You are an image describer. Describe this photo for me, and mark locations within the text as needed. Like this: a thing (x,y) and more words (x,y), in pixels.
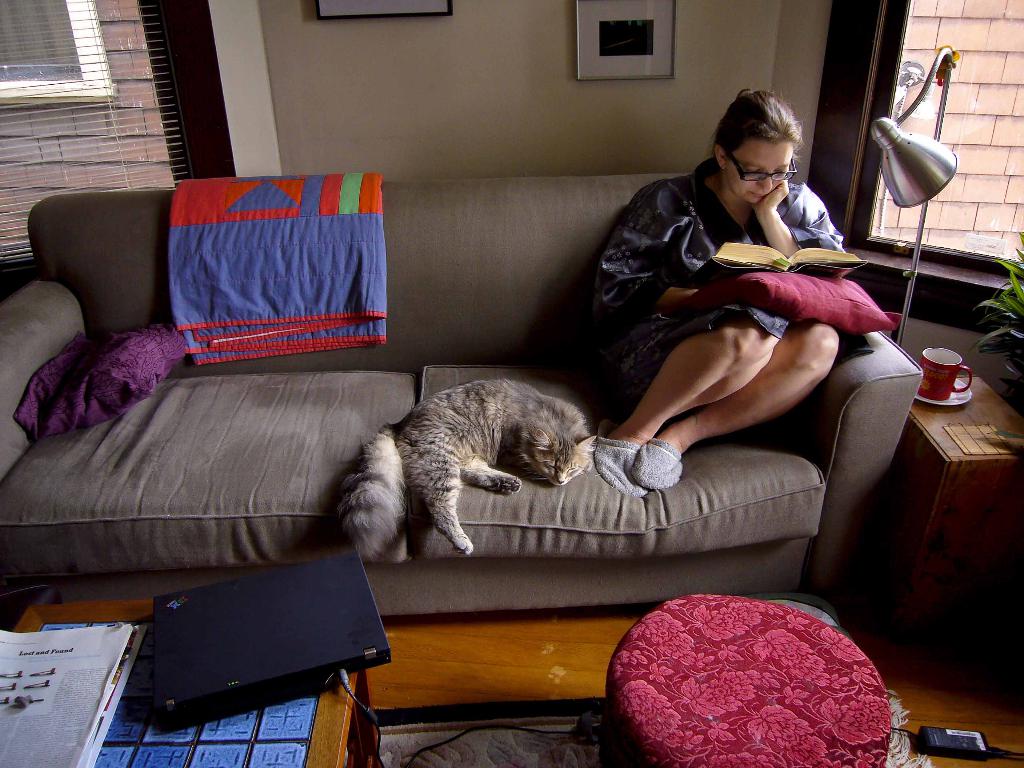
In the image we can see there is a woman (757,210) who is sitting on sofa (733,435) with a cat (552,444) and on the table (209,763) there is a laptop (306,680).
